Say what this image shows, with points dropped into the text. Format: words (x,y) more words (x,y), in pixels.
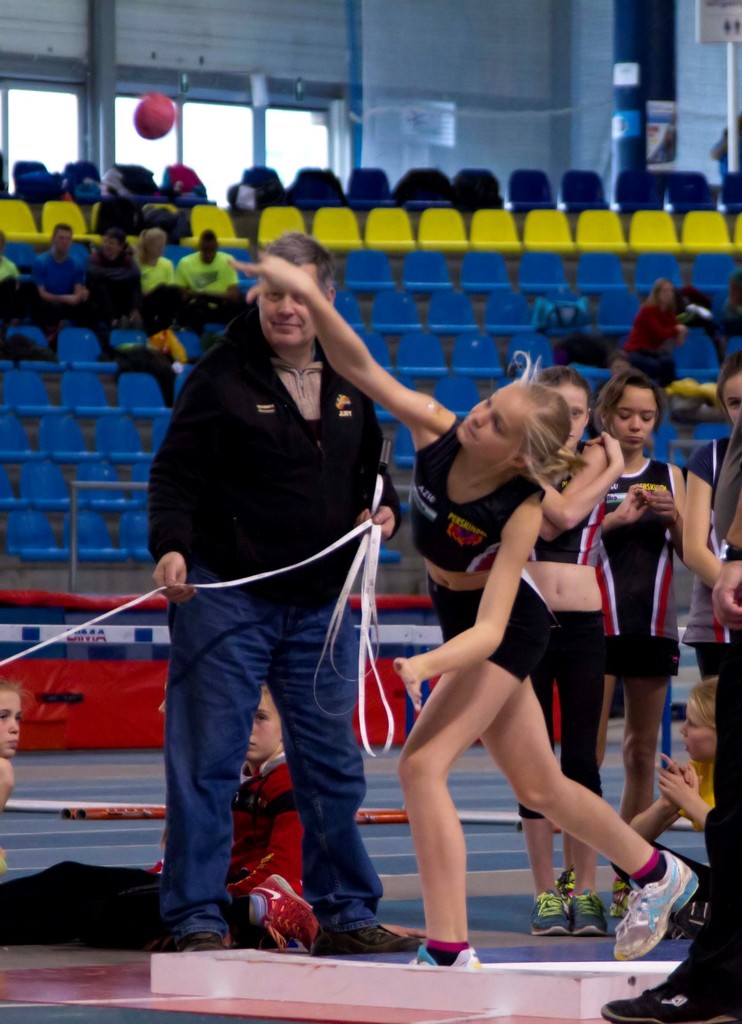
In this image we can see many people (581,746). One person (330,565) is holding a tape (288,568). In the background (600,277) there are chairs (585,282). Few people (150,263) are sitting. Also we can see a shot put (152,124). In the background (30,125) there are windows (284,119).
